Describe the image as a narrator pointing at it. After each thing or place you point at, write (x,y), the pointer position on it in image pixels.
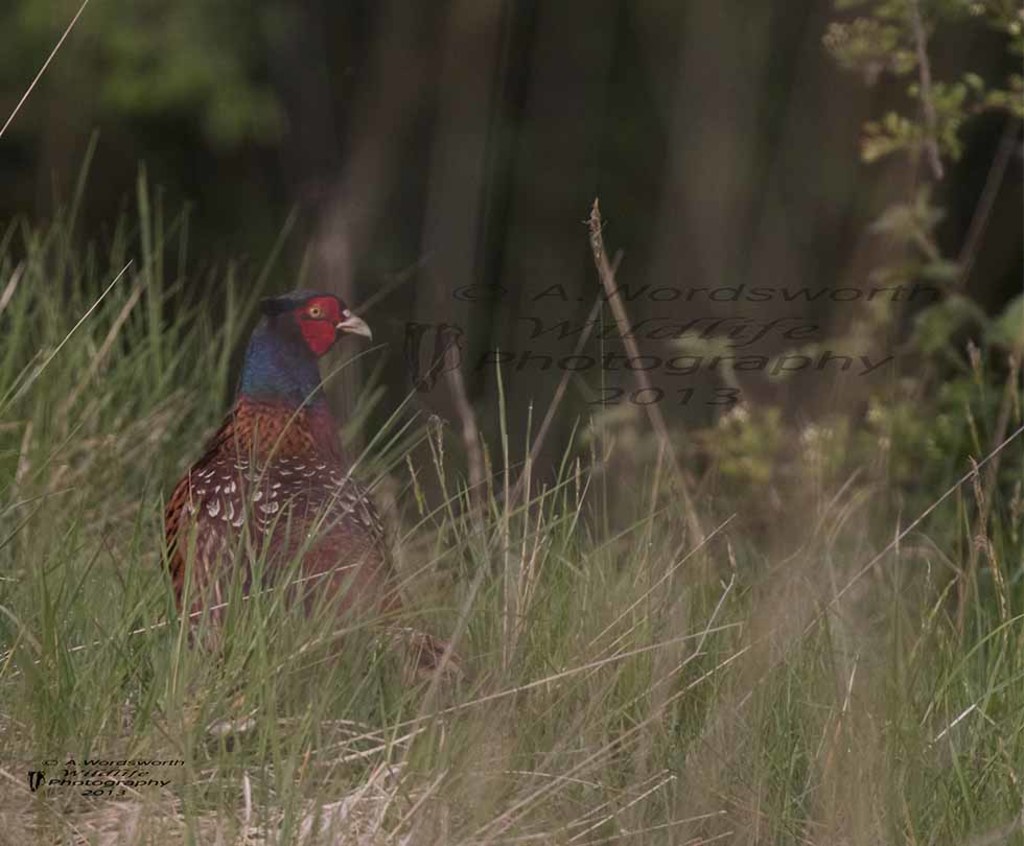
In this image I can see the grass (404,699). I can see a bird (248,458). In the background (553,166), I can see the trees (435,144).
